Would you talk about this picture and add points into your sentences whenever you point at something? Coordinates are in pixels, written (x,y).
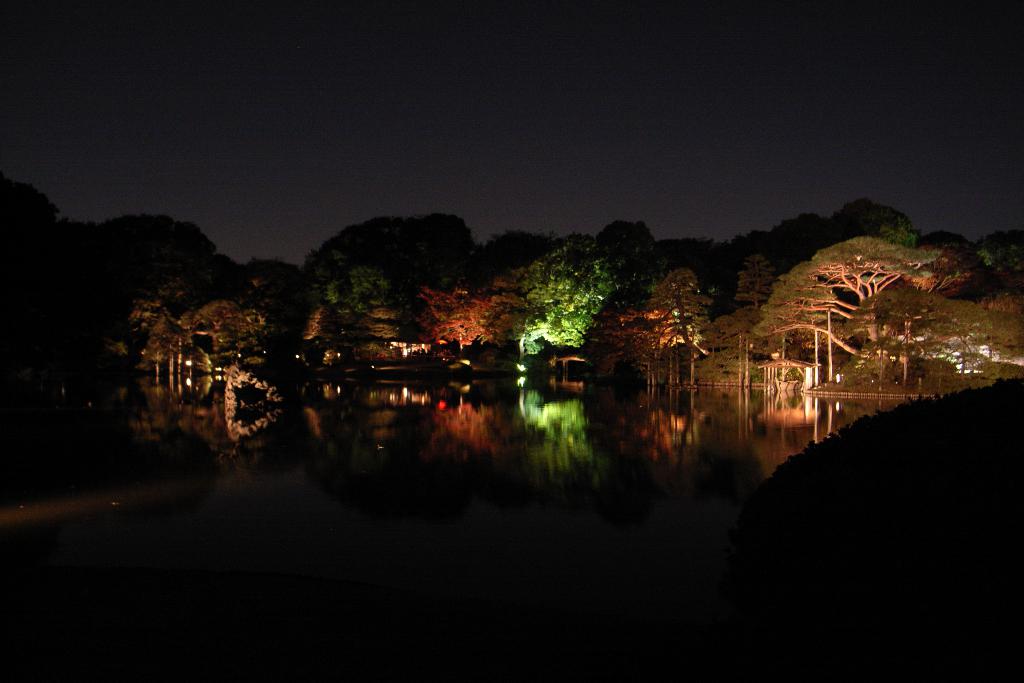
In this picture I can see water (132,410), trees (683,292), and in the background (614,195) there is sky (660,104).
